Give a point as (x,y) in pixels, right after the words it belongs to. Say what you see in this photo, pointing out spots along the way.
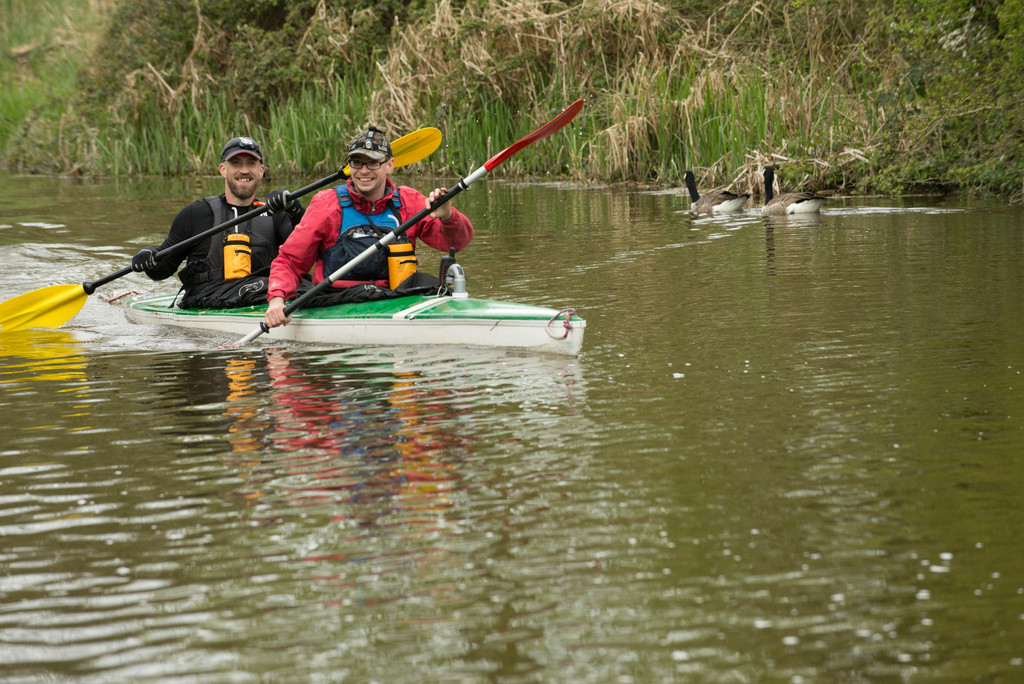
In this image I see a canoe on which there are 2 men (278,193) who are holding paddles (397,145) in their hands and both of them are smiling and I see caps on their heads (373,159) and I see the water (607,356) and I see 2 ducks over here. In the background (682,145) I see the grass (475,98).
